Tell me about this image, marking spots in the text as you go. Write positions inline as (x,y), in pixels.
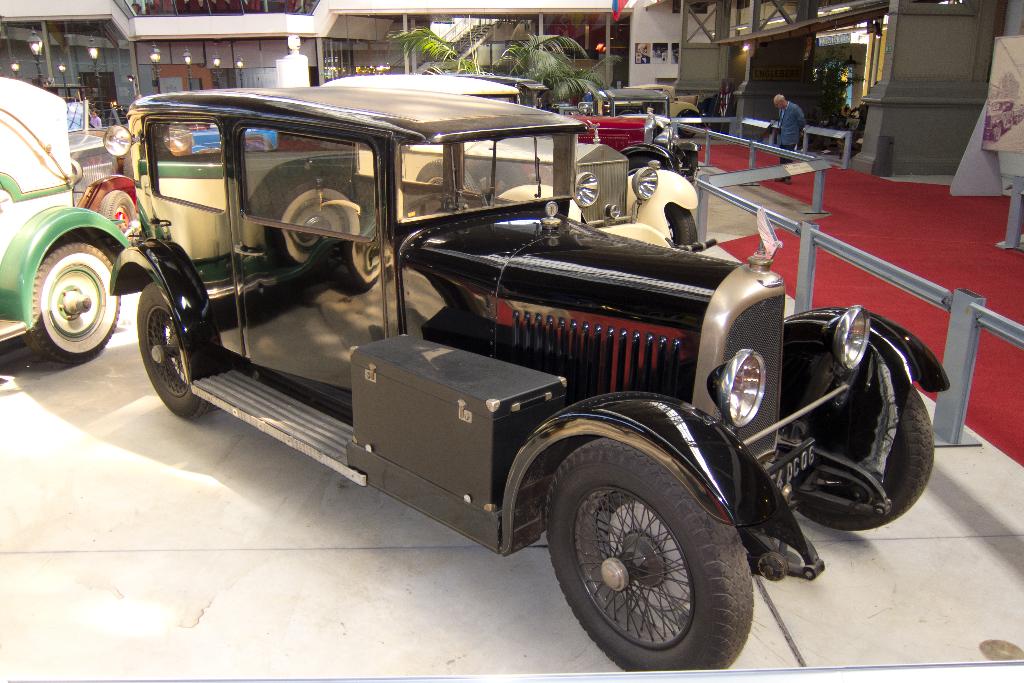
This picture is clicked inside. In the center (343,340) we can see the cars (659,325) parked on the ground (146,387) and we can see the persons (779,106), carpet (911,196), metal rods (822,173), trees (554,90), lampposts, buildings (694,45) and many other objects (1008,84).
